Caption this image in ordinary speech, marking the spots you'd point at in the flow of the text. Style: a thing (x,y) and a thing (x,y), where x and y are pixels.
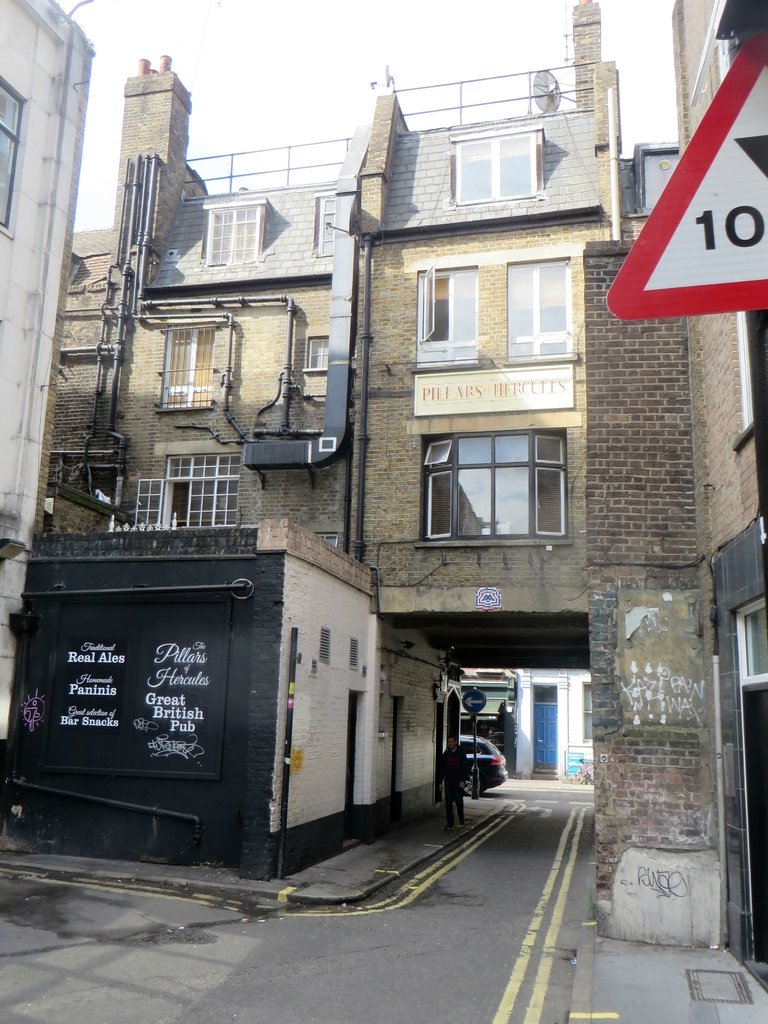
The picture is taken in the city. In the foreground of the picture (374,962) it is road (517,979) and pavement (650,1003). At the top (686,306) there is a sign board (655,279). In the center of the picture (283,351) there are buildings (315,339), windows (481,475), pipes (98,383) and railing (491,103). It is sunny. In the center of the background (503,759) there is a car (498,776).
